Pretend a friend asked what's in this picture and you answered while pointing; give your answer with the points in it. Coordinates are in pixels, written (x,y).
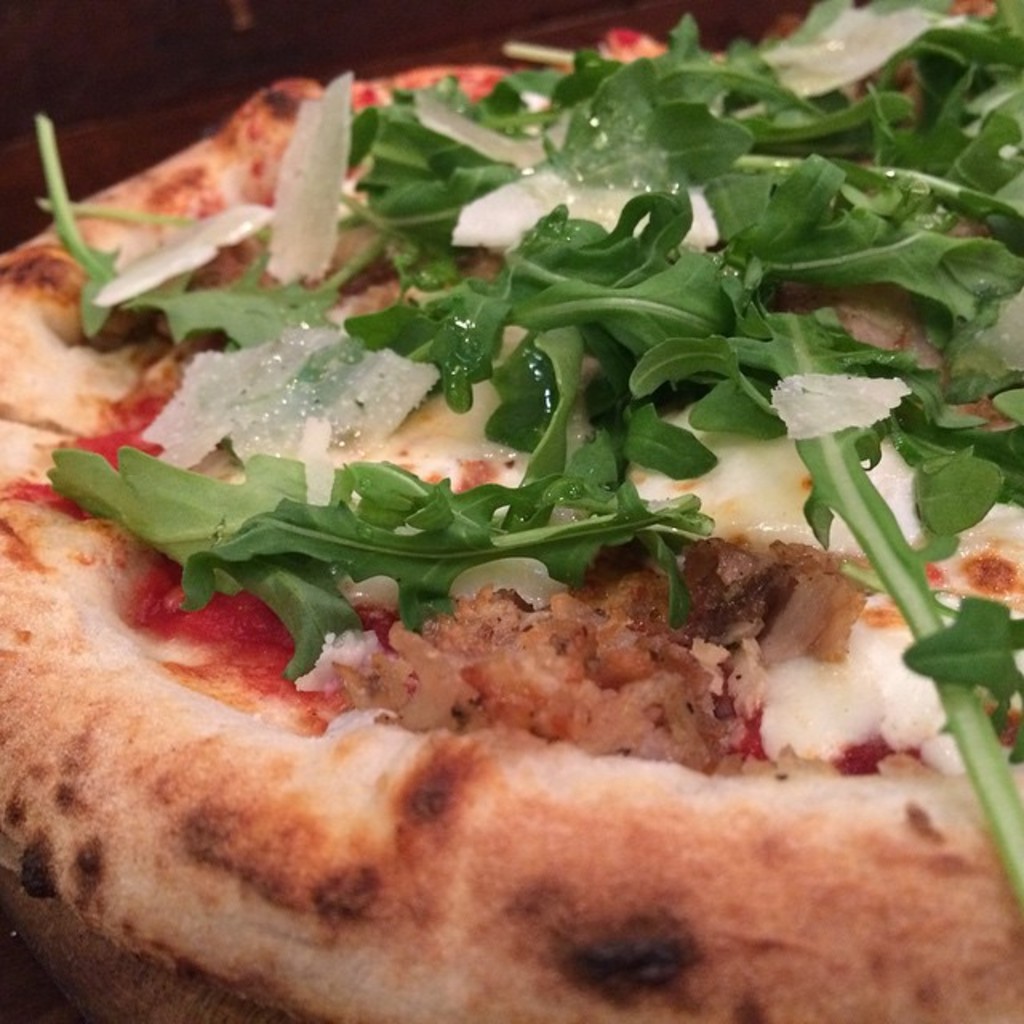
In this image we can see pizza (404,757) topped with arugula (544,390) placed on the table (29,42).
